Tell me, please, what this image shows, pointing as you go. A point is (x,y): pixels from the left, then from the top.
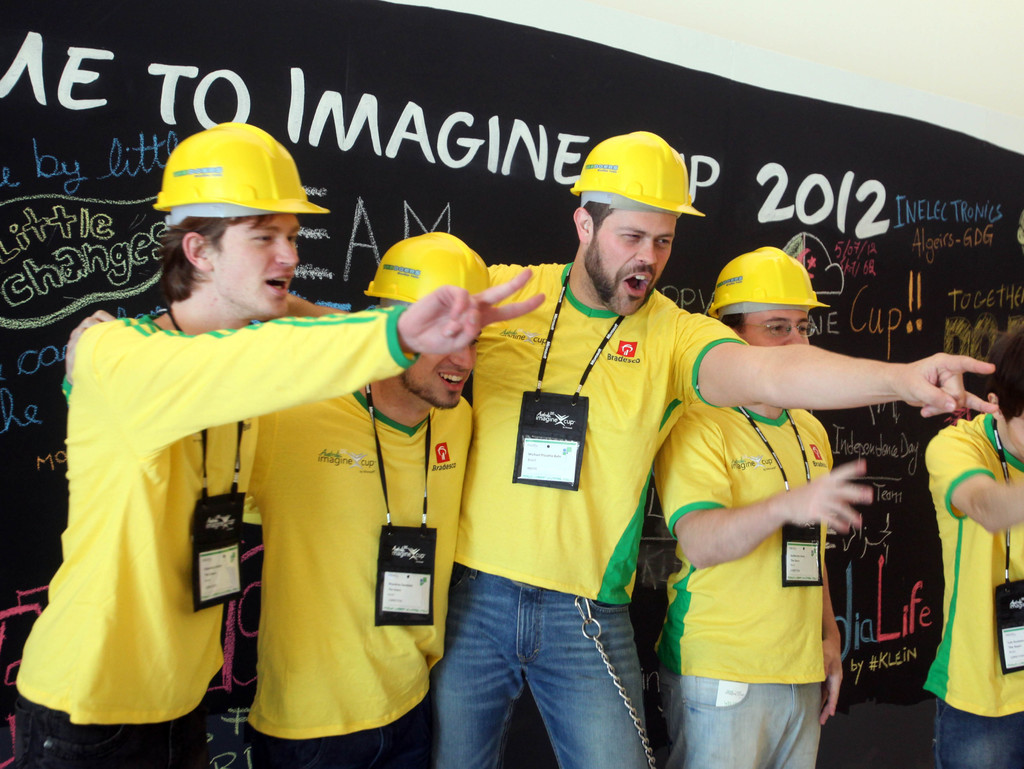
In the picture we can see some people (374,464) are standing and doing some action and they are in yellow T-shirts (980,459) and caps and behind them, we can see a wall (845,535) with a black color board (685,231) and something written on it.
